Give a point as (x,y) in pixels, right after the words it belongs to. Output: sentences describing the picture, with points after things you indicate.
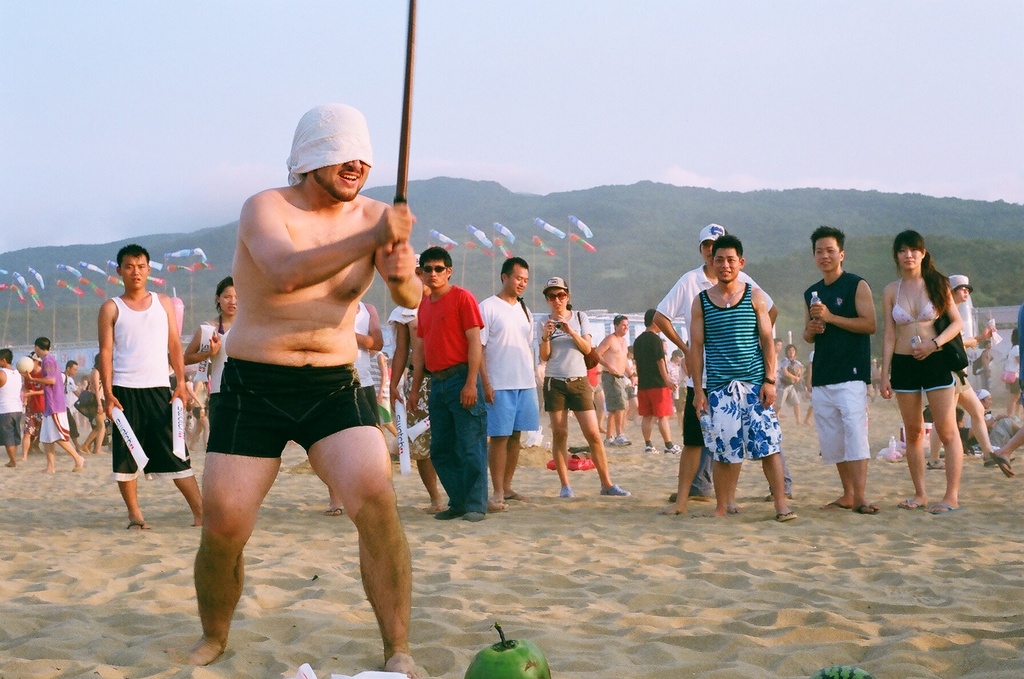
There is a man (415,278) holding a bamboo (410,135) and cloth (344,162) on his face (359,169), there are some objects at the bottom side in the foreground area of the image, there are people (566,333), poles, water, mountains (668,253) and the sky (423,149) in the background (792,227).
